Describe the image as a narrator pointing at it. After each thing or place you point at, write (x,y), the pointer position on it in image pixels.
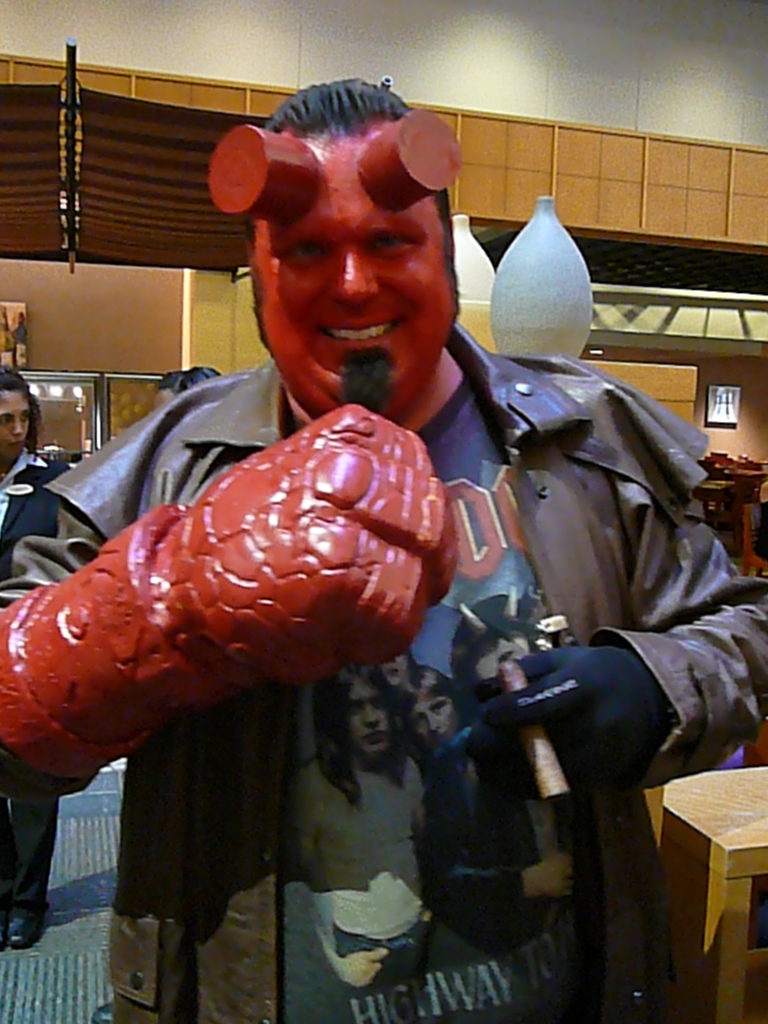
a person (429,480) standing in a red costume (274,605).
